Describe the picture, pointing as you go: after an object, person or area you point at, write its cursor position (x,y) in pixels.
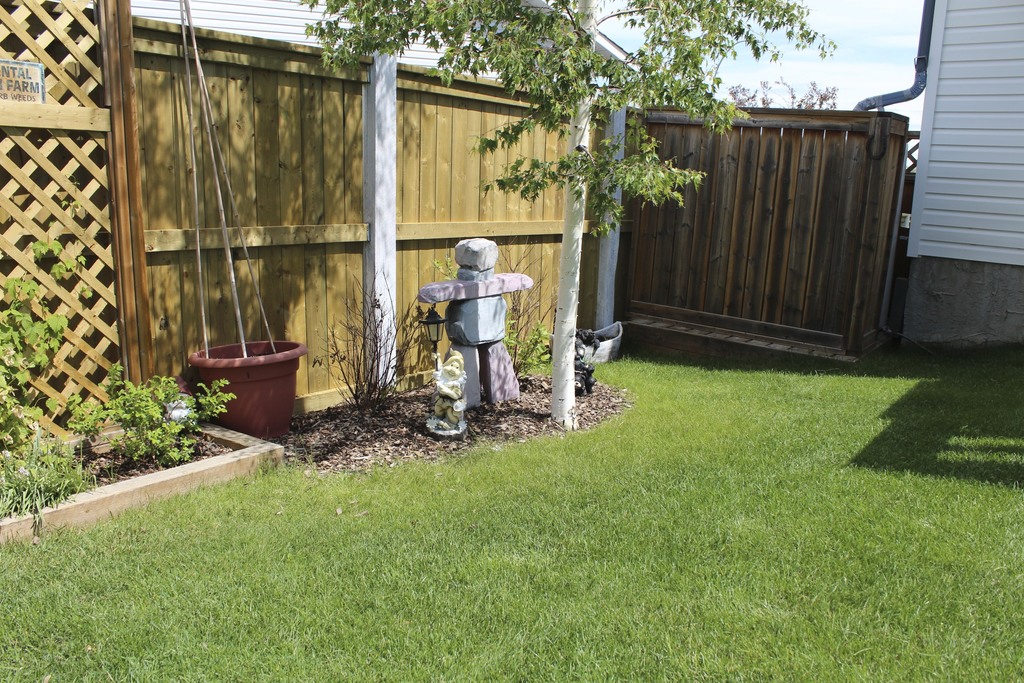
In this image, I can see the rocks (489,342), a sculpture (449,402), flower pot (255,362) with sticks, poles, plants (44,482), grass (482,474) and an object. On the left side of the image (22,78), I can see a board (29,92) and there is a fence (65,113). On the right side of the image (966,286), It looks like a house (981,132) and there is a pipe (924,74). In the background (839,65), there is the sky (841,10). At the top of the image (507,49), I can see a tree (507,49).
